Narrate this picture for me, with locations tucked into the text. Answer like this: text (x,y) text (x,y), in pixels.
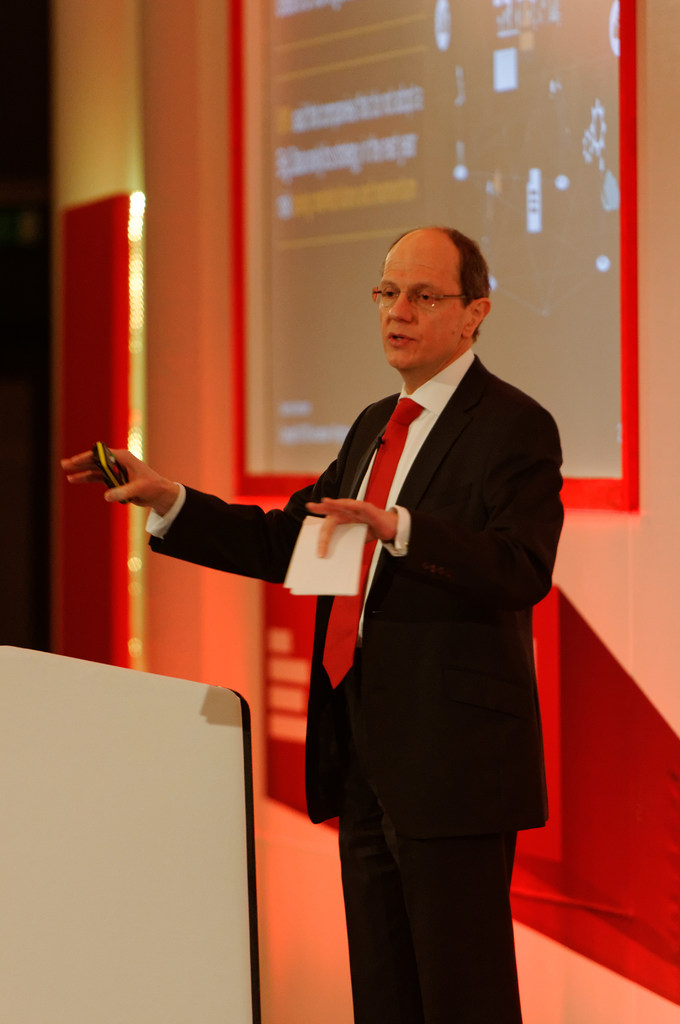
In the image there is bald headed man (427,492) standing in black suit (379,605) holding paper (347,570) and behind him there is screen (289,278) on the wall (147,386).
